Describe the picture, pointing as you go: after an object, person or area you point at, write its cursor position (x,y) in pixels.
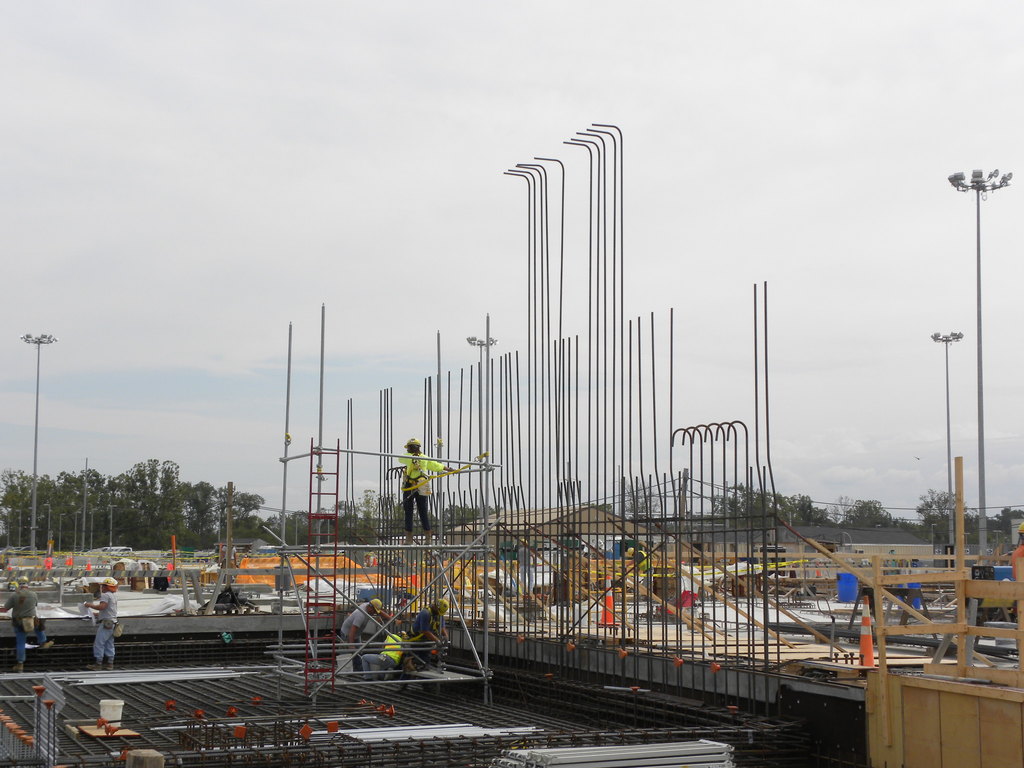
Here in this picture we can see people (363,607) working over a place and we can see all of them are wearing helmets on them and they are preparing frames (395,692) of iron (545,686) over there and in the middle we can see a ladder (335,473) present and we can see lights (46,343) present on poles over there and in the far we can see plants (114,537) and trees (159,546) present all over there and we can also see clouds (290,199) in the sky (376,383) over there.
